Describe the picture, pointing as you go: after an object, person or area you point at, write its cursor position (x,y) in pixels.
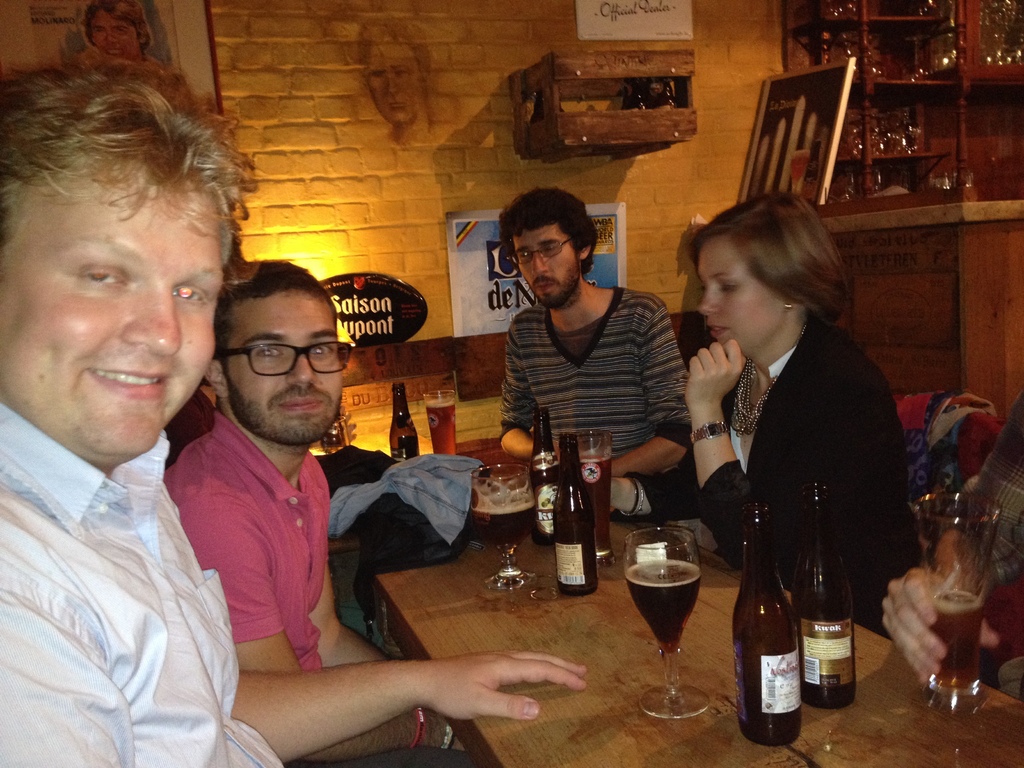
In this picture there are people (75,573) sitting and we can see bottles (822,542), glasses (593,512) with drink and objects (446,523) on the table (536,557). In the background of the image (484,184) we can see wall (444,290), boards (456,236), frame (817,130), bottles (642,96) in a wooden box (660,54) and objects (911,109) in racks (896,160).
